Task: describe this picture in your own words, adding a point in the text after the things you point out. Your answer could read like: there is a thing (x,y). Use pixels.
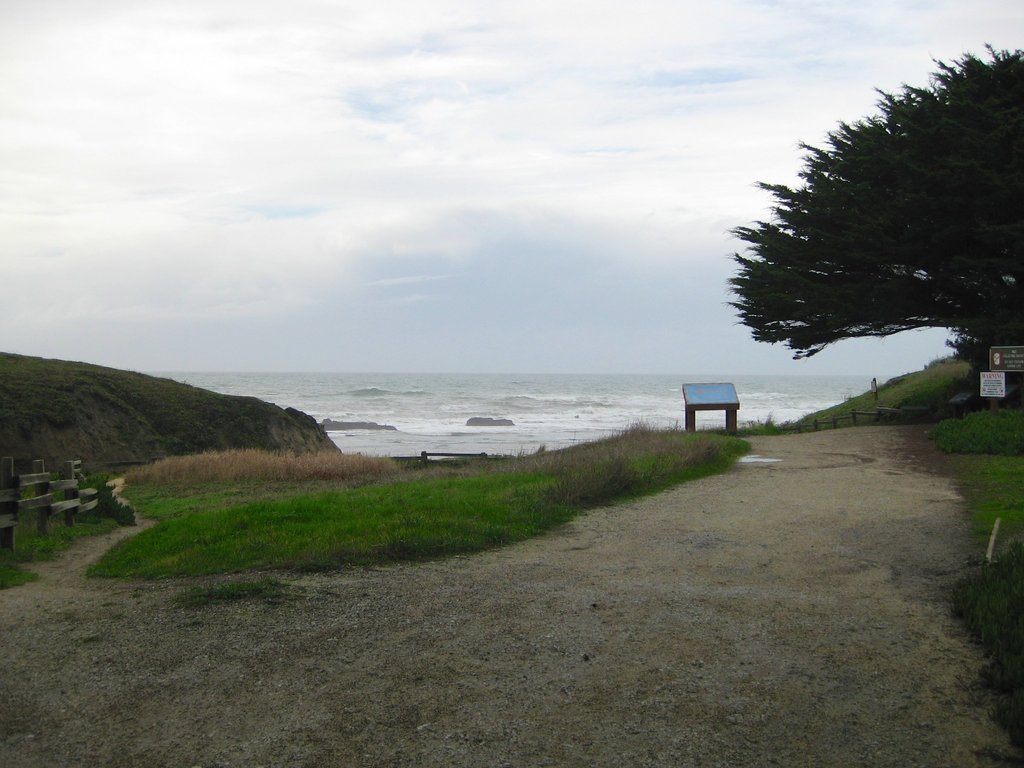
This picture shows a tree (1023,339) and we see grass (297,502) on the ground (277,503) and water (188,377) and we see a rock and a blue cloudy Sky (473,277) and we see few boards (700,391) with some text (984,388) on them.
